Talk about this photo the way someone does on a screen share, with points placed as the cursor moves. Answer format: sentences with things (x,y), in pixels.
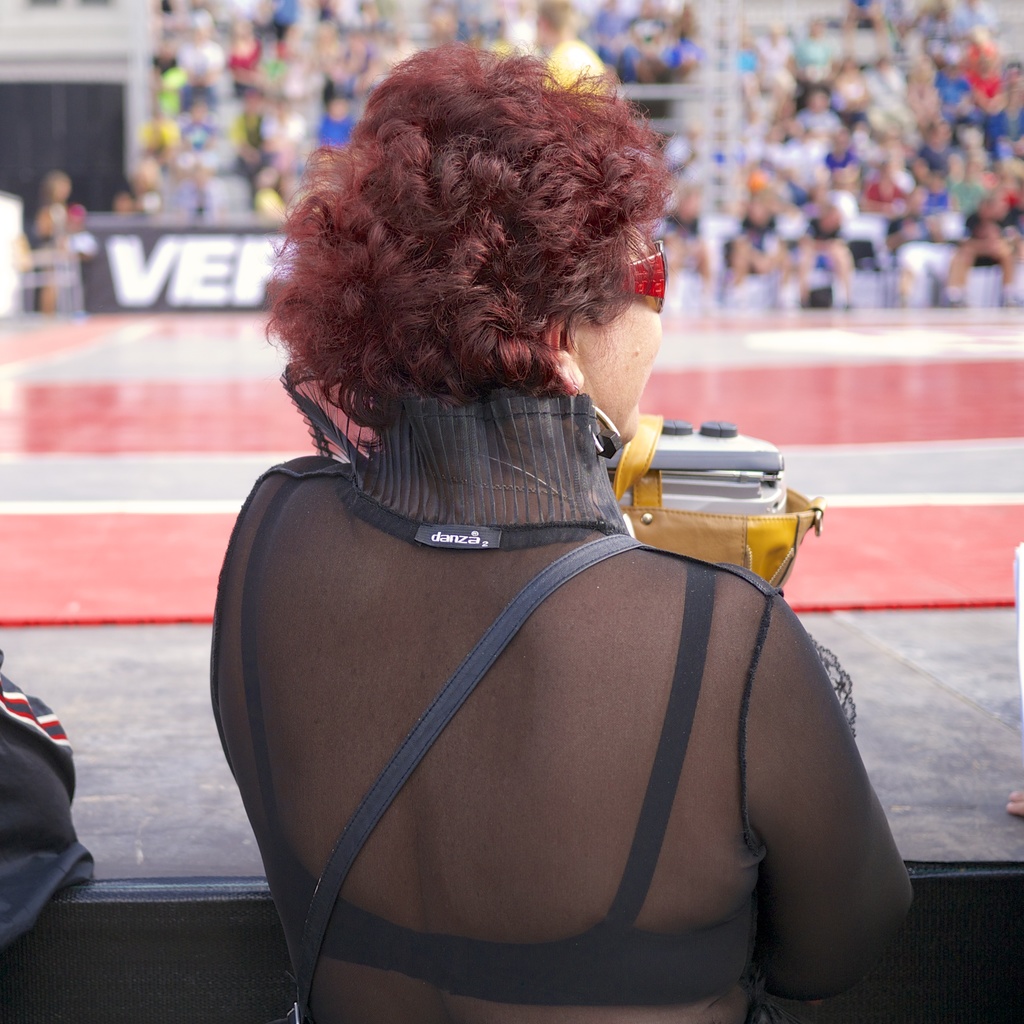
In this image we can see a woman (476,694) wearing goggles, in the background (165,275), we can see a few people (783,96) sitting on the chairs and also we can see a board (219,281) with some text (173,290).
